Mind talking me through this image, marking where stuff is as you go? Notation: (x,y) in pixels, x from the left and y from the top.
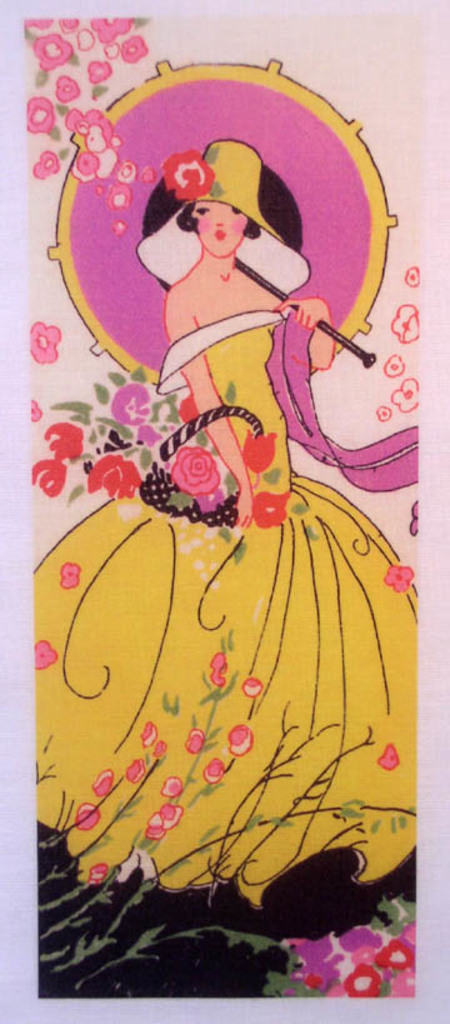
In this image there is a painting (235,503), there is a woman (236,450) standing, she is holding an object (179,443), there are flowers (269,440), the background of the image (390,167) is pink in color.
